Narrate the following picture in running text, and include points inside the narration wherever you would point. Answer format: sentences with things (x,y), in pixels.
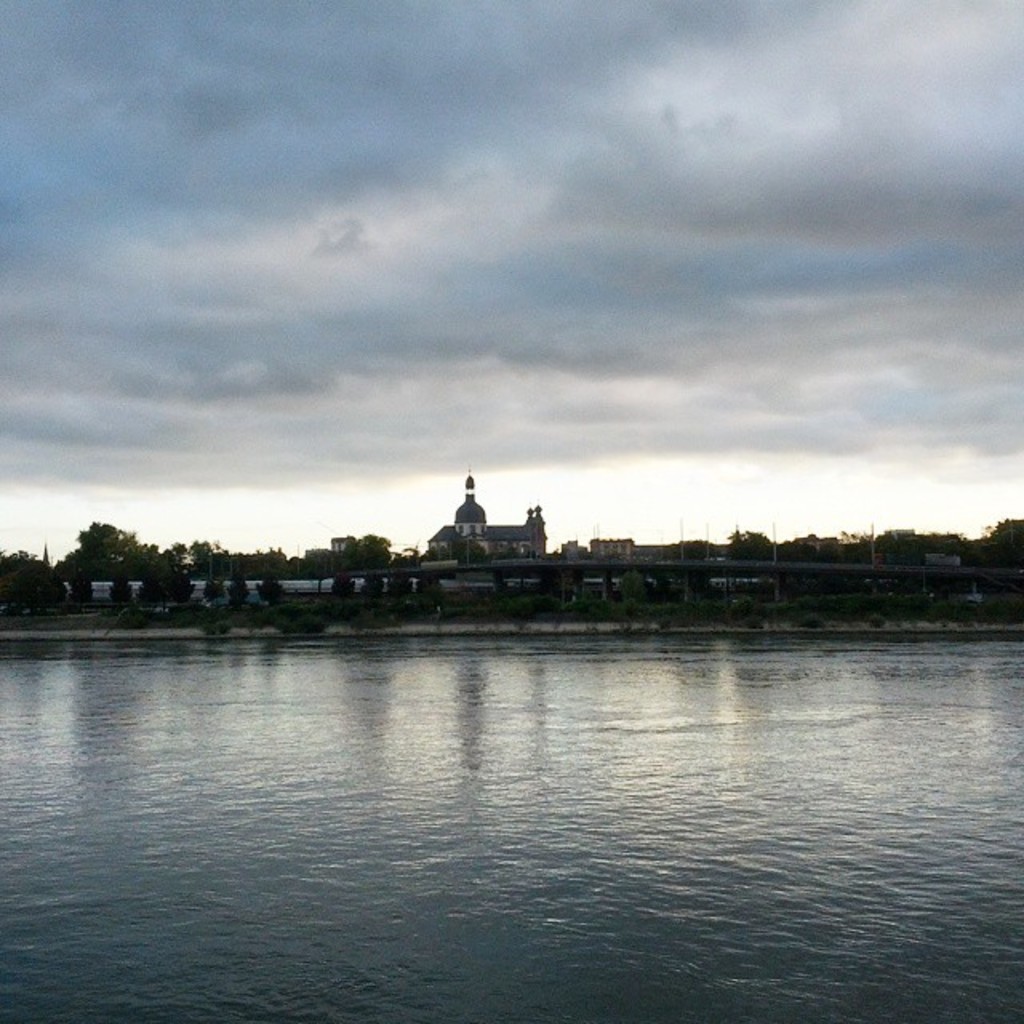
In this image I can see the water (591,822). To the side of the water (487,826) I can see many trees (499,598), bridge (497,568) and the buildings (466,538). In the background (435,331) there are clouds (421,188) and the sky (263,261).
